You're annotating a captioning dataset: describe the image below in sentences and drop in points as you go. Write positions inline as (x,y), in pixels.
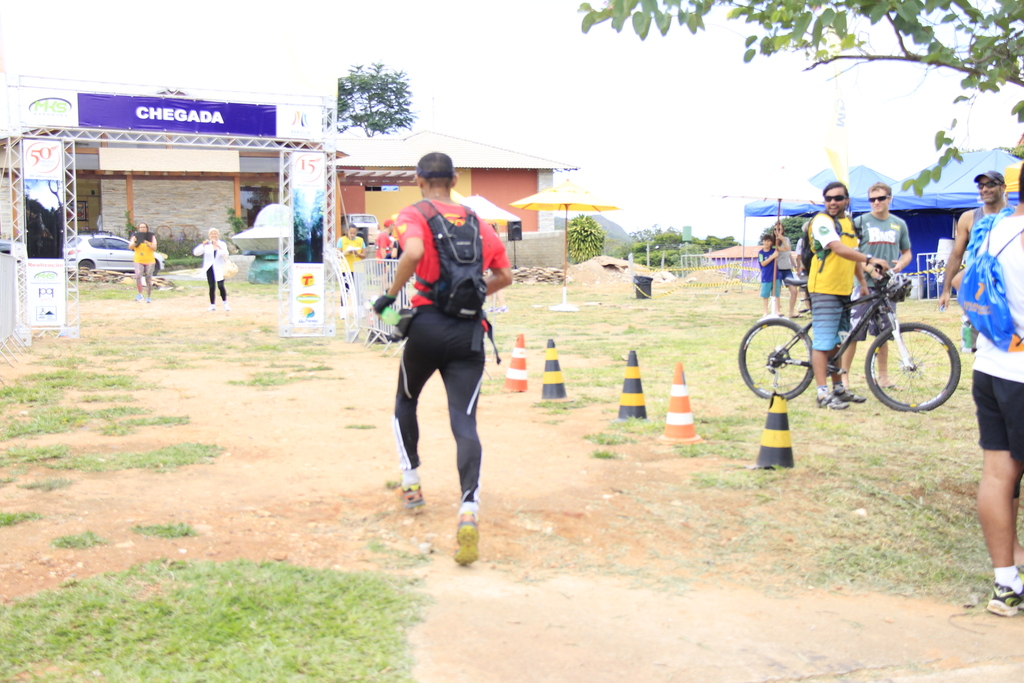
in this image there is a person (457,383) walking away in between the image he is carrying a bag (465,316). right to him there are four more people (891,239). the person (839,301) at the leftmost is standing holding a bicycle (861,320) and wearing goggles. behind him there are tents (912,193) and a tree (922,35). at the left (280,282) back there is a building (190,184) and a hoarding (111,113) named chegada.
